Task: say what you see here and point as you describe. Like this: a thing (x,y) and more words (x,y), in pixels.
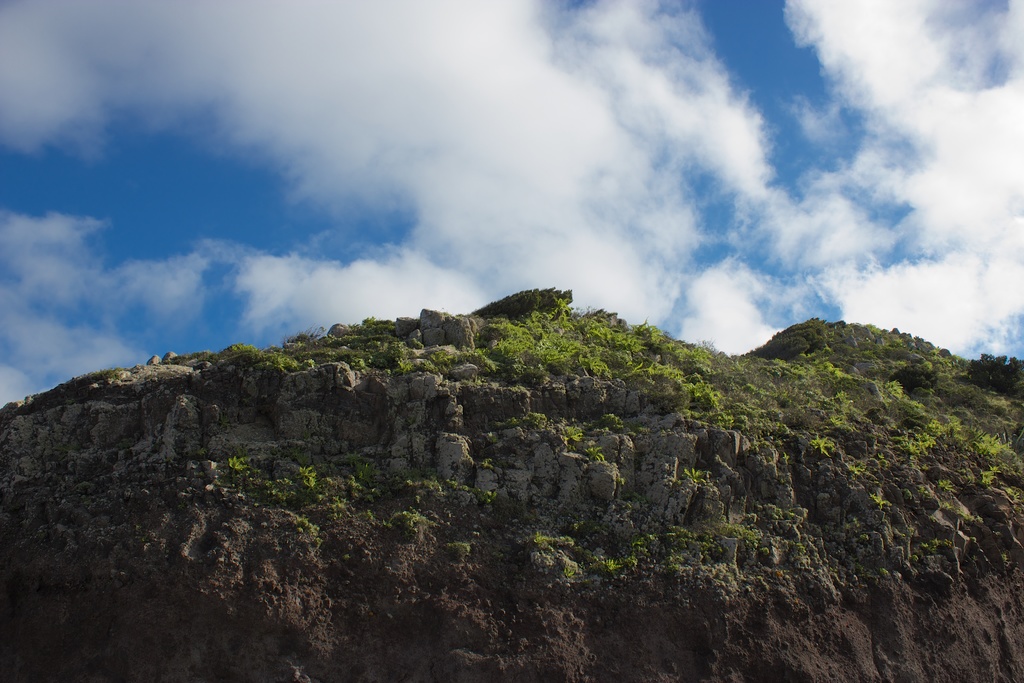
In this image, we can see hills (754,425) with rocks (591,471) and plants (307,473). Background (1000,243) there is a cloudy sky (588,228).
